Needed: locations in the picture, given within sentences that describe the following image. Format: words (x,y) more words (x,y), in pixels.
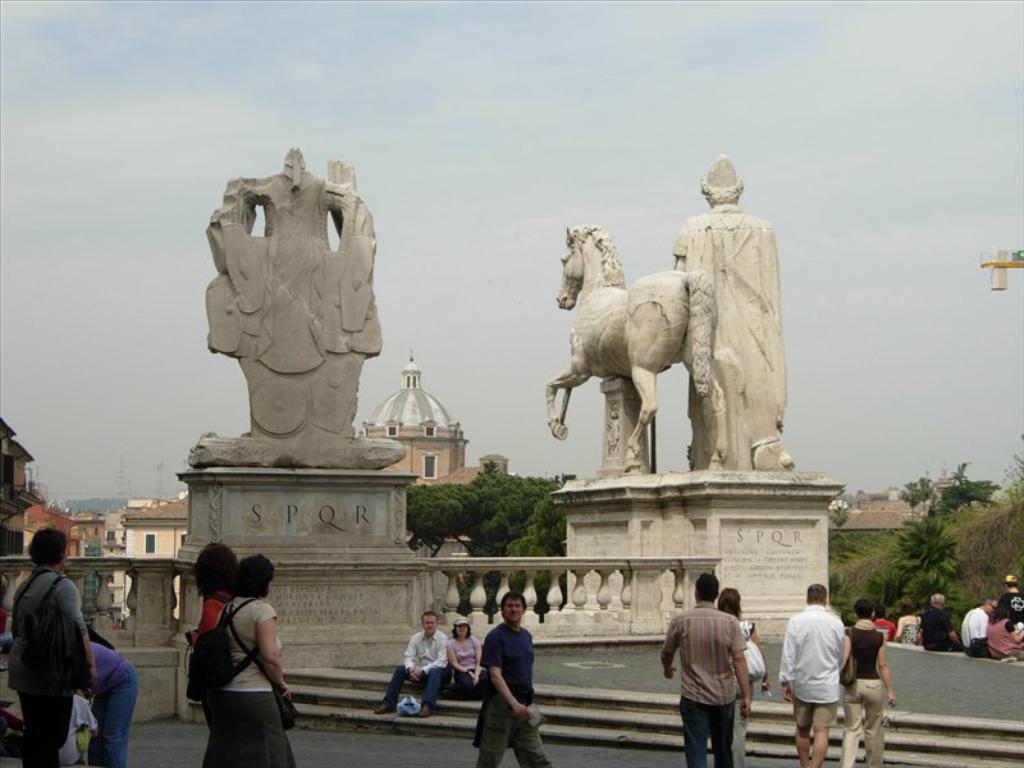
This image is clicked outside. There are many people (239,618) in this image. In the front (326,469) there are statues (335,409) and sculptures (694,389) made up of rock (250,298). To the left (103,535), there are buildings (53,515). To the right (928,551), there are trees (931,533). In the background (428,430), there is a church (434,412) and sky (485,232).
